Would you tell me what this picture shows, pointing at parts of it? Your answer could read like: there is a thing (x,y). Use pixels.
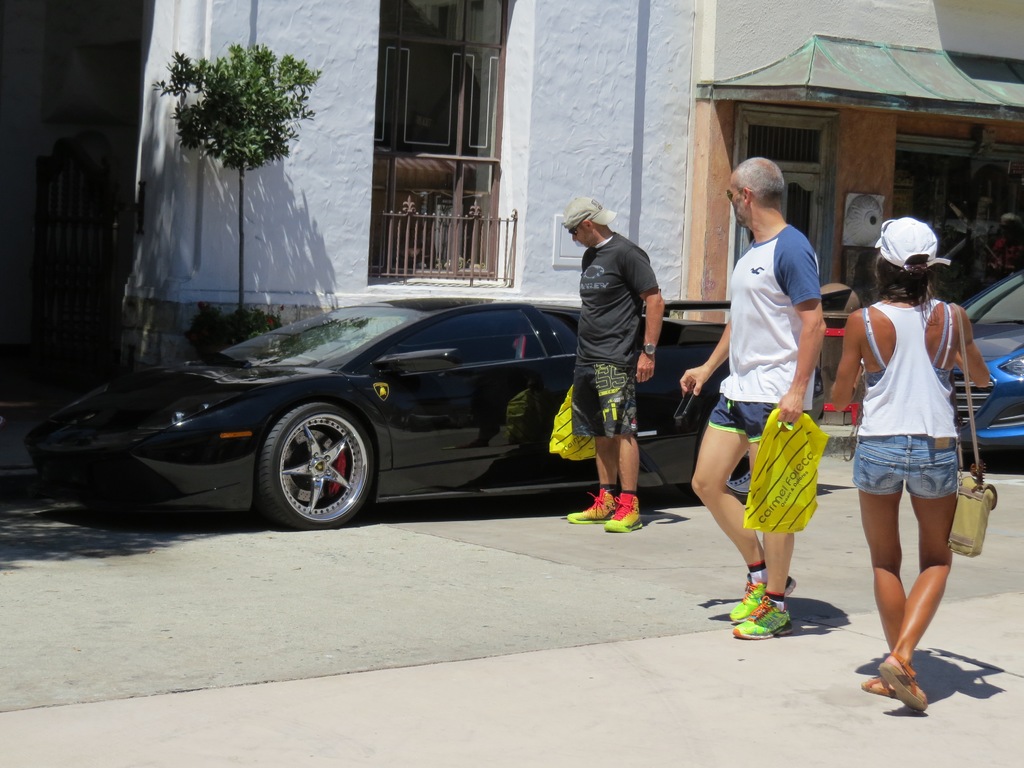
In this picture there are three persons (786,588) standing and carrying an object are looking at a black color car (490,397) in front of them and there is another car (998,338) in the right corner (1013,339) and there are buildings (728,69) in the background (567,64).
